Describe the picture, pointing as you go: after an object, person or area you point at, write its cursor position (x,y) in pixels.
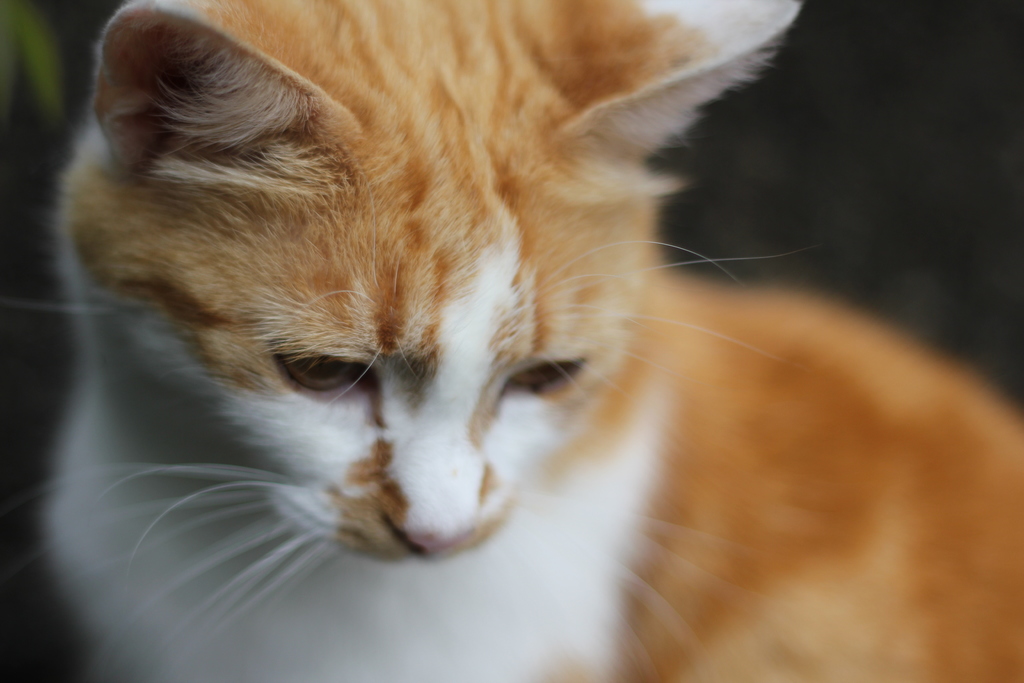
Here in this picture we can see a cat (408,339) present over there.
